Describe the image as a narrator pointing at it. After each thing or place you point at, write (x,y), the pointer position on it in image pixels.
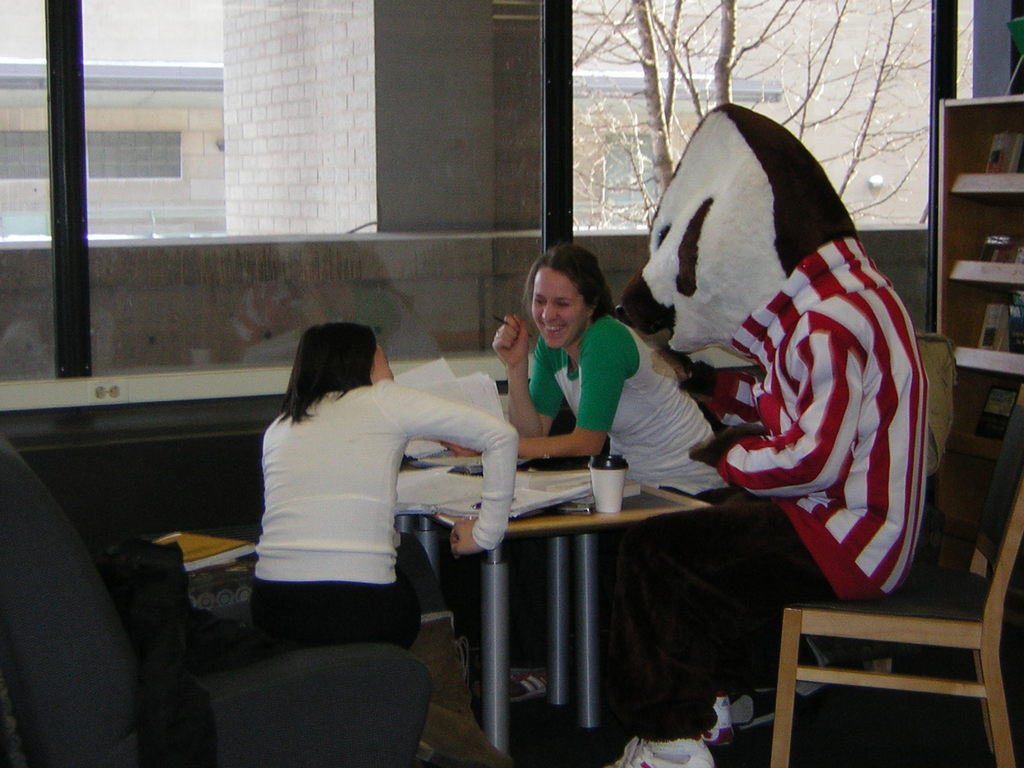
In the middle (443,489) there is a table (612,526), on that table (586,516) there are some books (479,486) and a cup (609,477) and there are three person (681,459) sitting around the table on a chair (896,641). The right person (840,459) is wearing a trouser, shoes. In the middle (615,399) there is a woman (587,391) she is wearing a t shirt (618,399) and she is smiling and holding a pen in her hand (508,344). In the left (326,473) there is a woman (313,528) she is wearing a white t shirt (327,554) and a trouser (321,602) her hair (321,399) is small. In the middle (356,272) there is a pillar (339,175) and a window (383,111). To the right (728,69) there is a tree (729,87).
